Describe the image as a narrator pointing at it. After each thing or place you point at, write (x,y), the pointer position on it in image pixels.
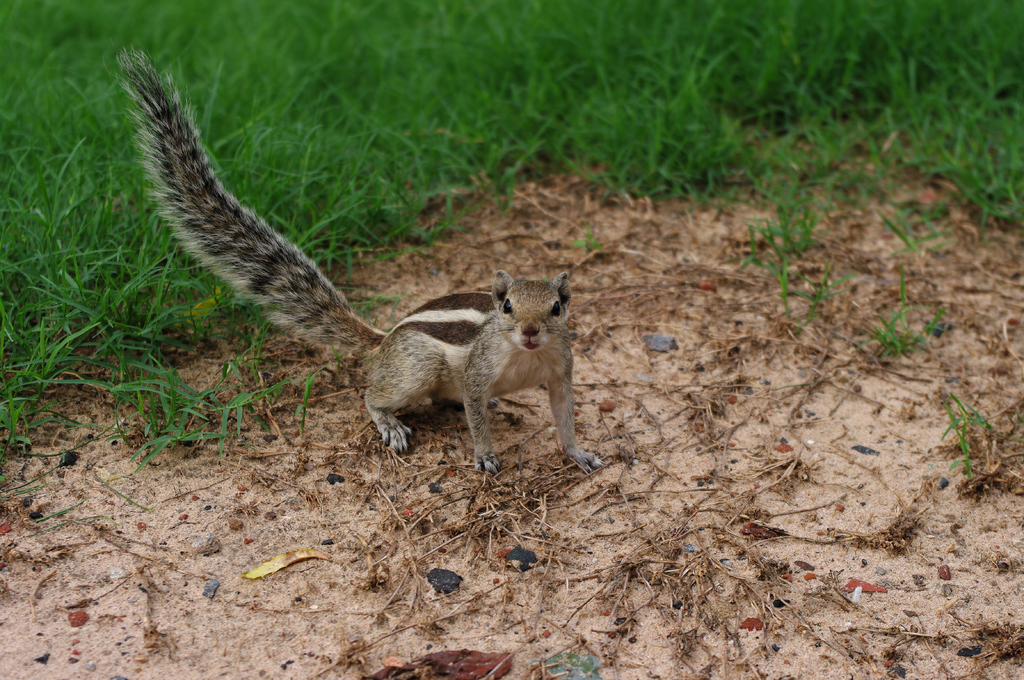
In this image, I can see a squirrel (482,389) on the ground (503,519). In the background (147,294), there is the grass (435,84).
